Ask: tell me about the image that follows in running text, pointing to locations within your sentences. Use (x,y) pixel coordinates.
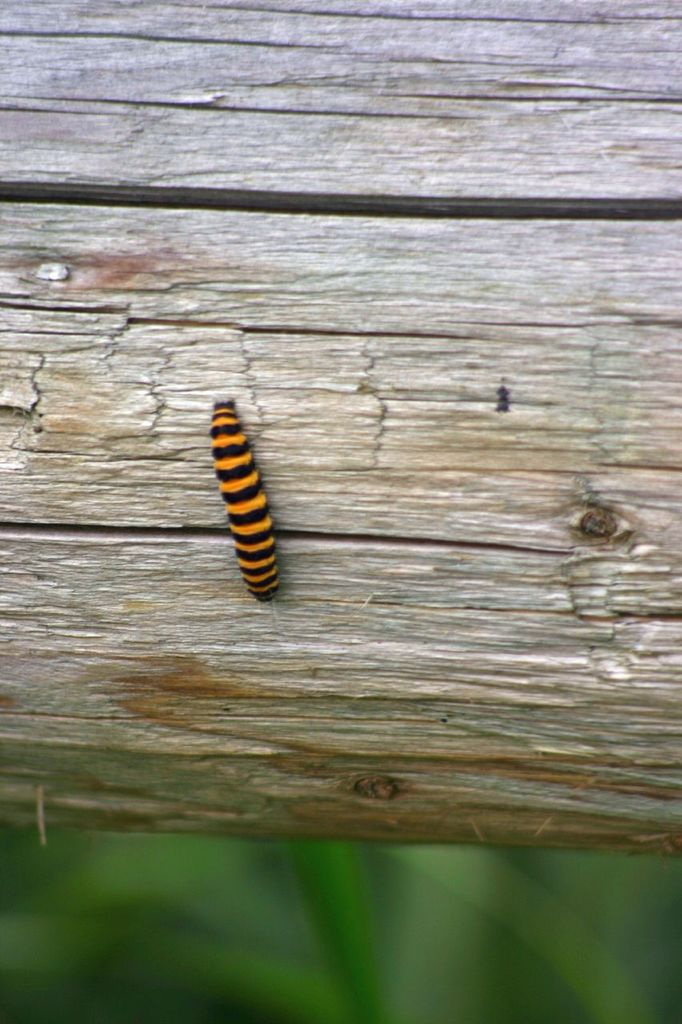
In this image we can see caterpillar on a wooden piece (387,530). In the background of the image (203,962) is in a blur.
